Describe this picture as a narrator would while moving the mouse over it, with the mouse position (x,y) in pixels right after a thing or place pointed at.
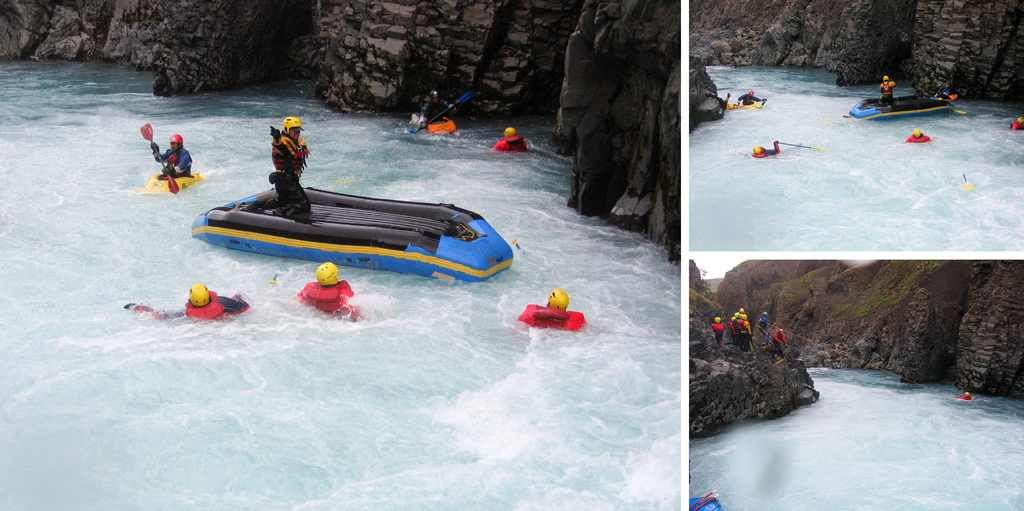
In this image we can see a collage of pictures. In the center of the image (562,313) we can see group of people (318,293) wearing life jackets (330,294) and helmets (195,295) are in the water (437,325). Some persons (302,206) are on the boats (444,130) holding sticks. In the background (750,266), we can see mountains (755,333) and the sky (707,273).
